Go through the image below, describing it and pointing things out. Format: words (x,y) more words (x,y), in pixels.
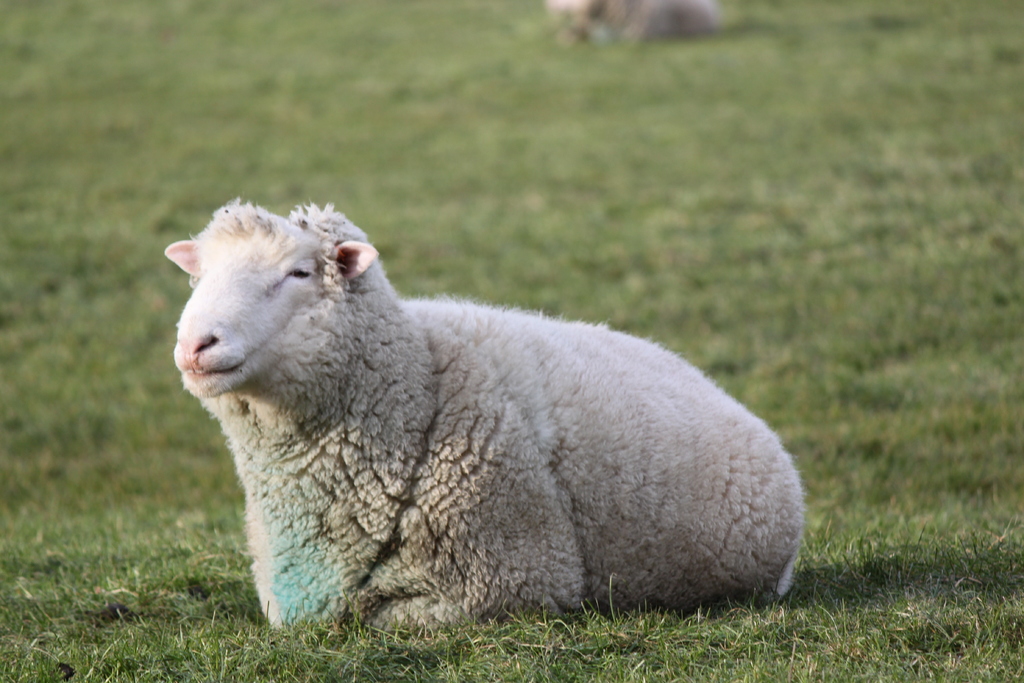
In this picture I can see couple of sheep (264,466) and I can see grass (860,630) on the ground (702,152).
